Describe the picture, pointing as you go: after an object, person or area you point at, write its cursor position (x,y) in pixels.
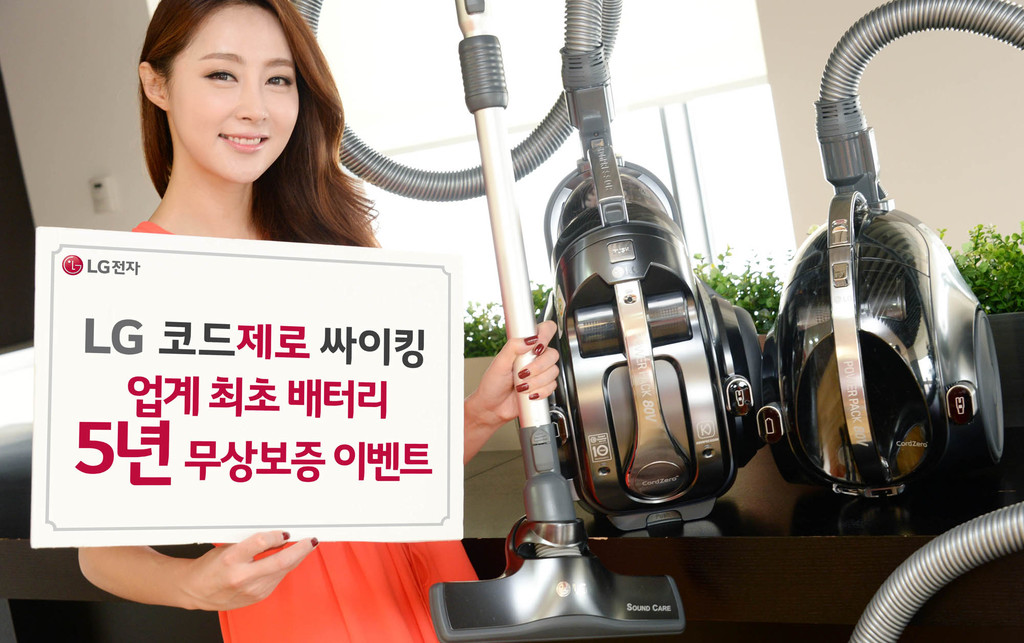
In this image we can see a woman (264,140) standing and holding an advertisement board (309,486) in one hand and vacuum cleaners (658,418) that are placed on the table (768,470) in the other hand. In the background (130,187) we can see walls (141,209) and plants (967,275).
